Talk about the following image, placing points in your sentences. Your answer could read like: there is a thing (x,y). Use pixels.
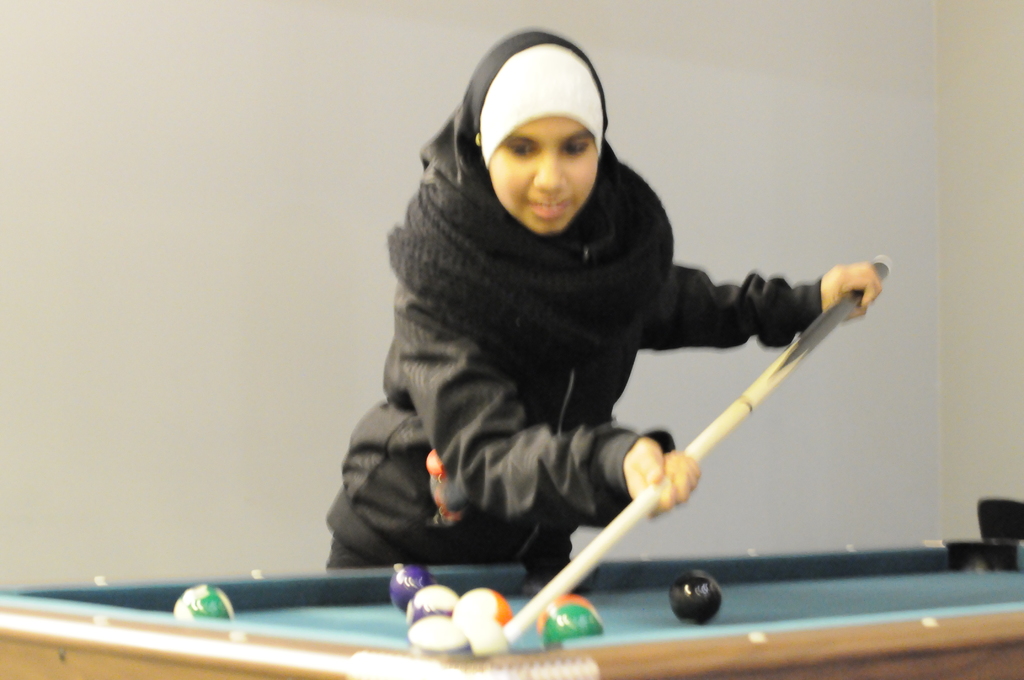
In this image there is a woman (462,347) standing. She is holding a stick (743,400) in her hand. In front of her there is a billiards table (649,627). Behind her there is a wall (310,69).
